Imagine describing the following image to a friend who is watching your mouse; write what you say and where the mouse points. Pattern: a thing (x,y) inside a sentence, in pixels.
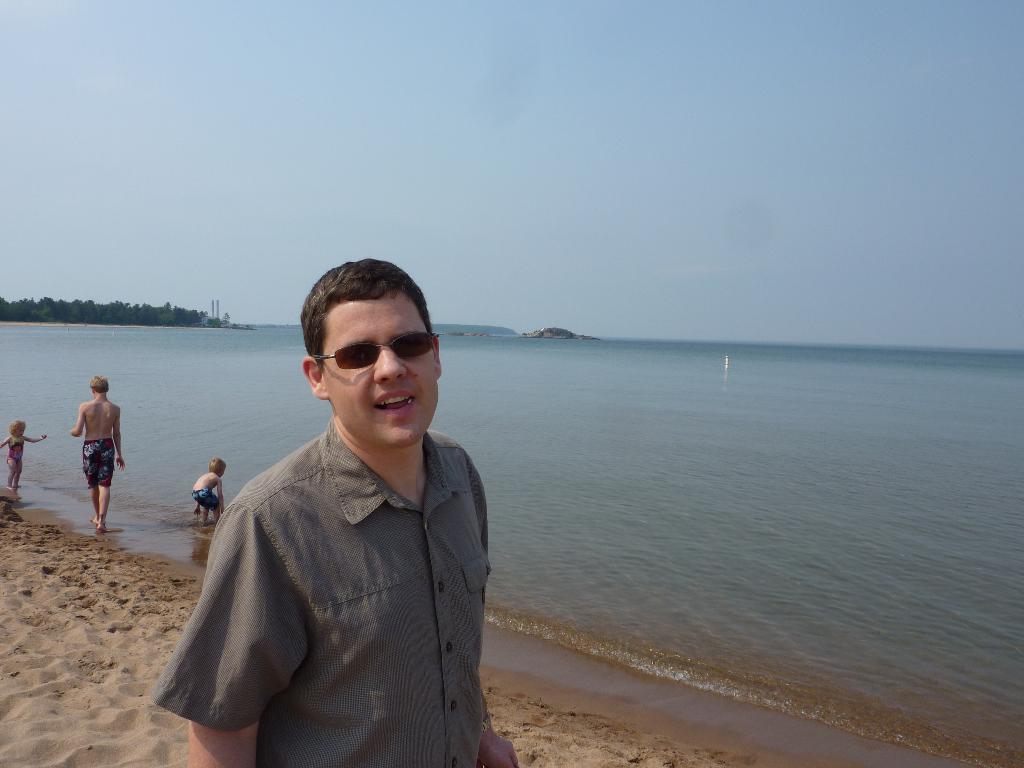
As we can see in the image there are few people (228,525) here and there, sand (71,624) and water (656,464). In the background (140,324) there are trees (96,322). On the top (600,96) there is a sky (509,104).
